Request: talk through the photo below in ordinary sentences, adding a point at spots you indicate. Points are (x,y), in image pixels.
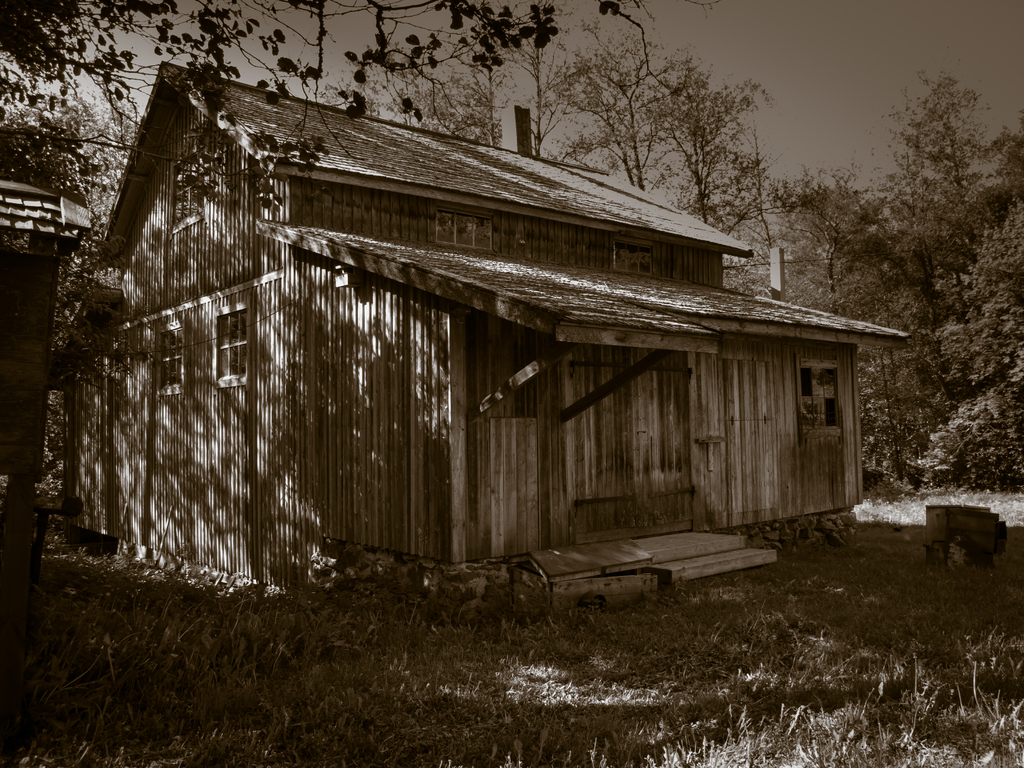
In this image I can see a house (567,434), trees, the grass (534,685) and the sky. This picture is black and white in color.
